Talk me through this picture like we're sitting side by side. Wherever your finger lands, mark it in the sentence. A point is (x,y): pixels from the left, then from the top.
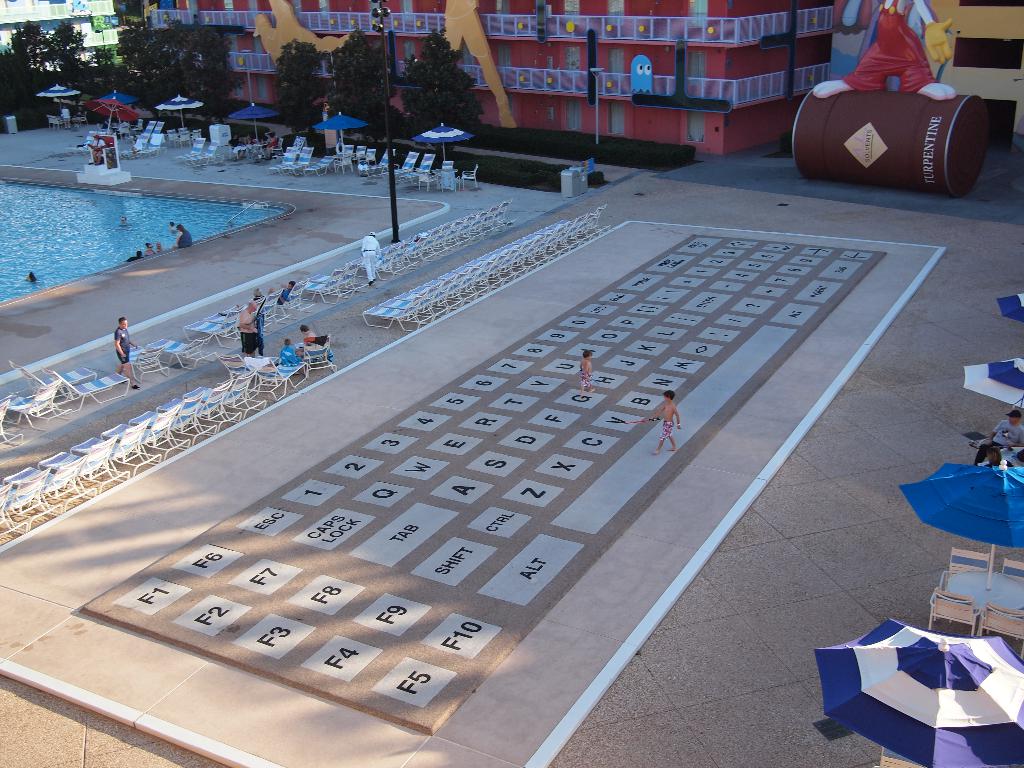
In this image there is a floor (632,645) in the middle (613,366) on which there is a keyboard painting (501,528). Beside it there are chairs (237,381) which are kept side by side. On the left side (102,220) there is a pool (93,222) in which there are few people (180,237) swimming in it. In the background (479,86) there is a building (561,75). In front of the building (272,66) there are trees (157,101). On the right side (961,518) there are umbrellas (956,660) under which there are chairs (1002,614). At the top (897,69) there is a statue (884,36) on the drum (870,117).
